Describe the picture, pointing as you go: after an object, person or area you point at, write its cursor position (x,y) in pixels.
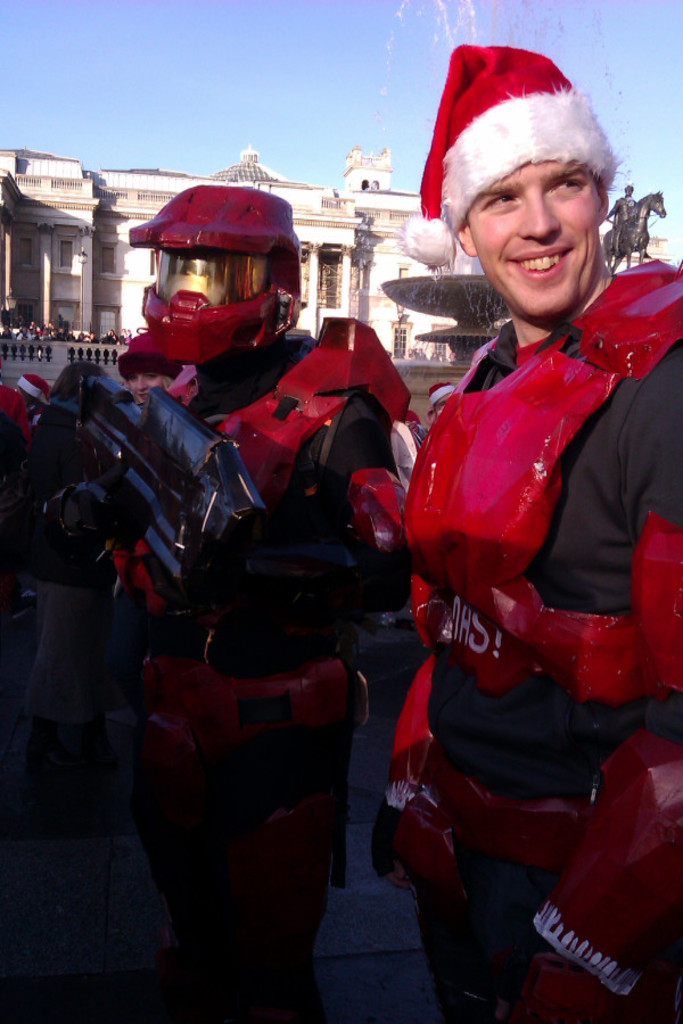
In this picture there is a man (624,679) who is wearing Santa Claus dress (641,601), beside him I can see the man (261,562) who is wearing helmet (235,296) and armor (252,472). In the back (351,298) I can see the building (374,287). At the top (420,17) I can see the sky (223,31).
